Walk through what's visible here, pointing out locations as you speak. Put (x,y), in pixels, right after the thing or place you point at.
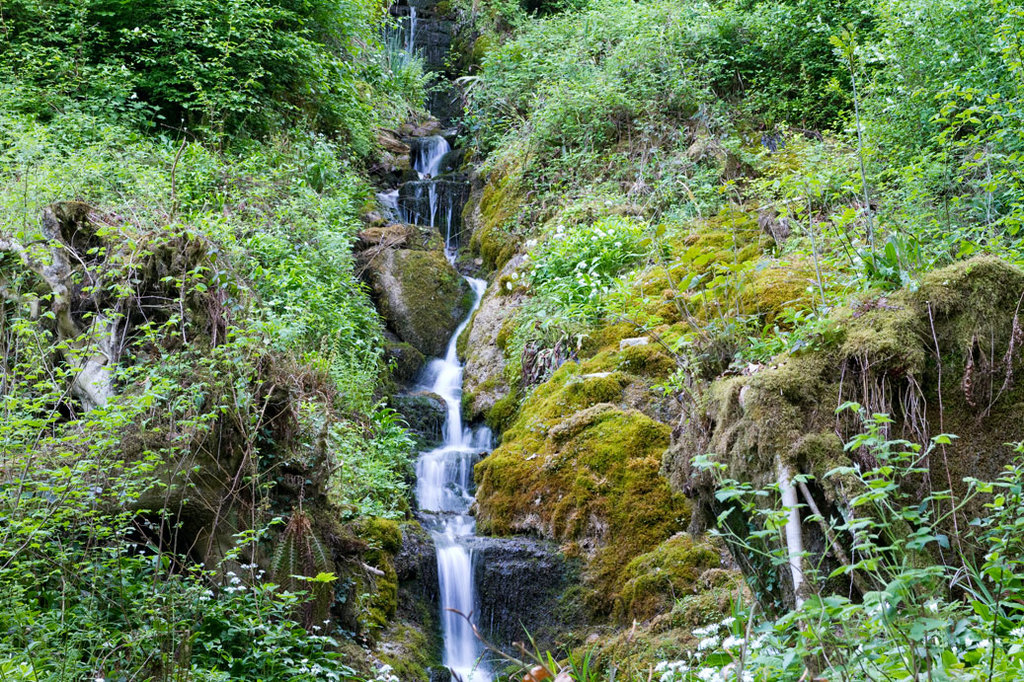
In this image, we can see some green color plants (179,358), at the middle (441,364) we can see water (447,654) flowing.
